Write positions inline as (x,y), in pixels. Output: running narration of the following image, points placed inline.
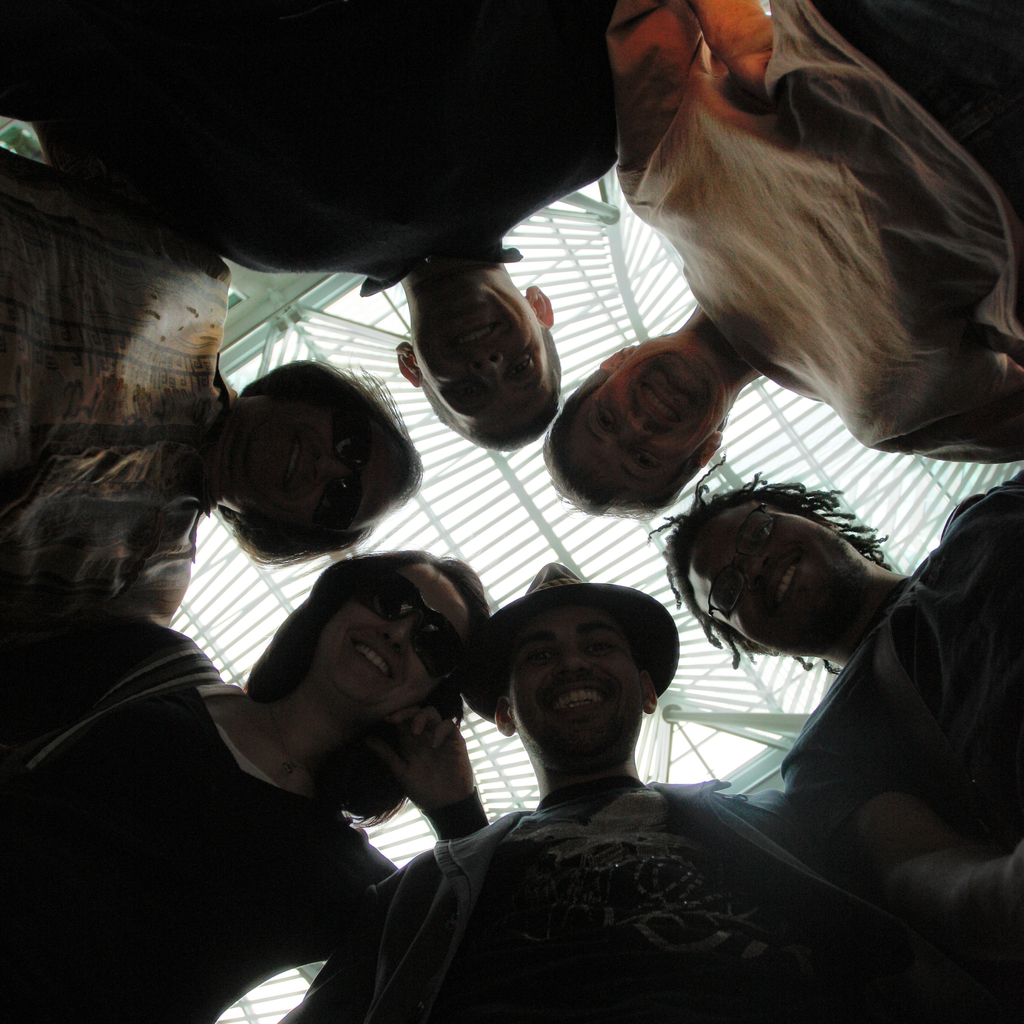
In this picture we can see some people (187,412) standing here, these two women (152,627) wore goggles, we can see ceiling (479,492) at the top of the picture (234,320), this man (609,796) wore a cap (667,679).
